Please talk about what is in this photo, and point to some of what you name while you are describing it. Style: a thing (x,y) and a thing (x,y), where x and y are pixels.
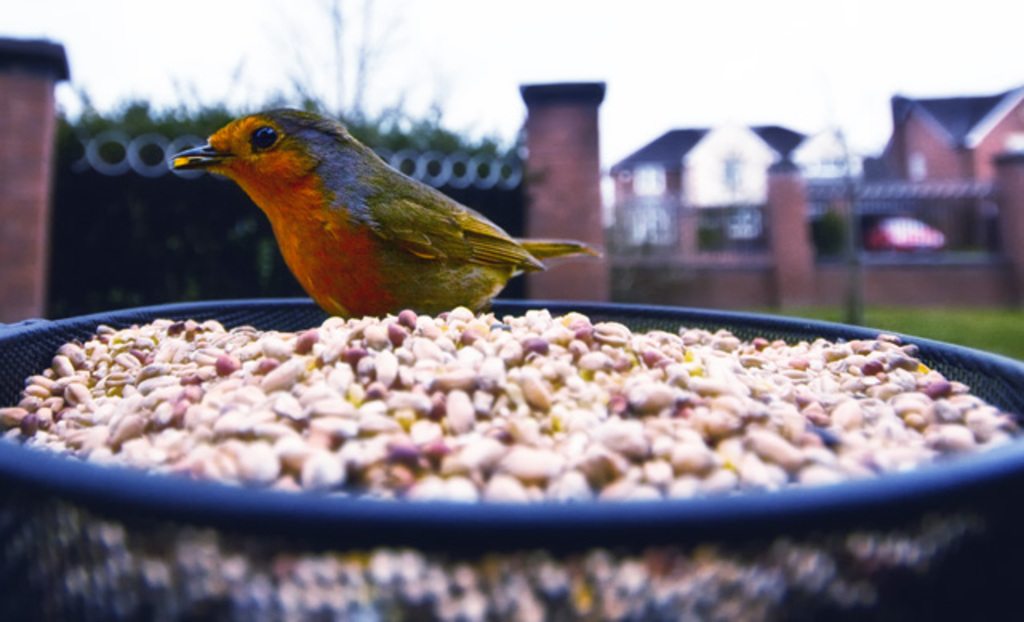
At the bottom of the image (420,480) we can see a bowl (299,489) with seeds (403,322). In the center of the image (383,310) we can see a bird (307,179) is eating a seed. In the background of the image (49,226) we can see the pillars (8,114), gate (193,208), trees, grilles (964,198), car (907,225), building (933,168), roof (950,117). At the top of the image (593,64) we can see the sky (583,63). On the right side of the image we can see the ground (1006,346).
